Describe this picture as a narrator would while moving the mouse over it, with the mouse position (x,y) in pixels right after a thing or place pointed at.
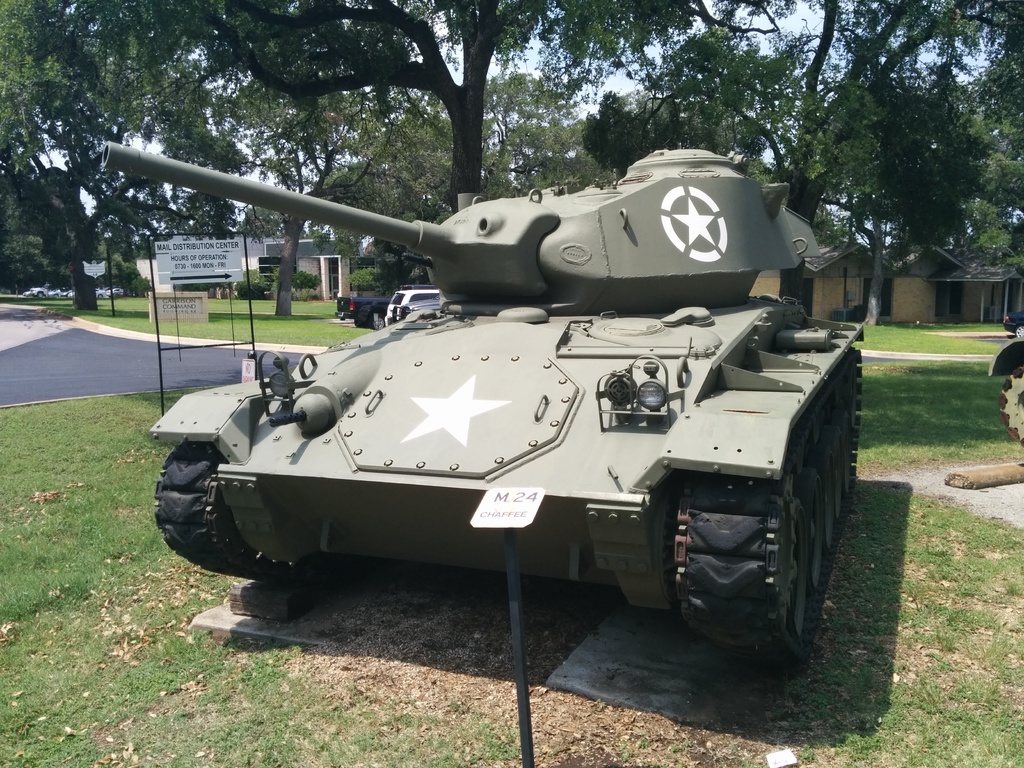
In this image I can see an army tank (494,352). And there are name boards (494,525) and sign boards (198,295). Also there are buildings (333,286), trees (15,68), plants (316,284), grass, vehicles (341,304) and in the background (242,205) there is sky (242,205).
